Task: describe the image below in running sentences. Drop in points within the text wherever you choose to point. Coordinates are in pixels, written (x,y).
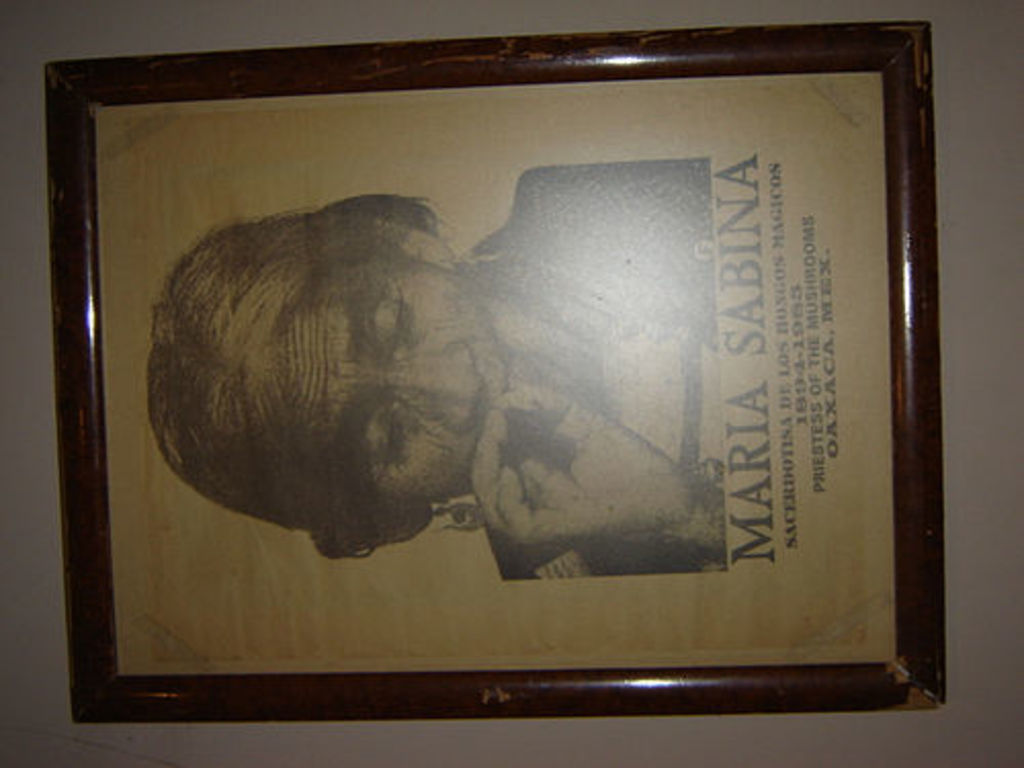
In this image there is a photo frame (420,385) which is in the vertical position. In the photo frame (581,394) there is a person (473,363). Below the person (703,327) there is some text (819,377).
